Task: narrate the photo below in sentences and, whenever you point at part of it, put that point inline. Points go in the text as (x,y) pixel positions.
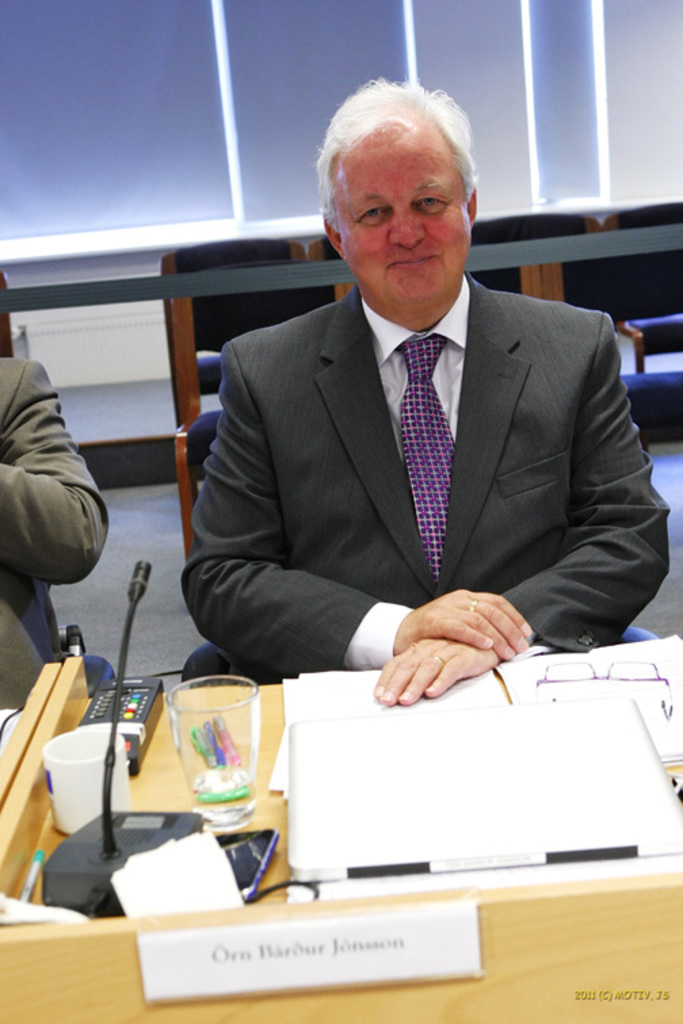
There is a man (476,544) sitting on chair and smiling, beside him we can see another person (61,497). We can see papers (285,684), board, microphone (82,835) and object (197,778) on the table (266,693). In the background (133,220) we can see wall (157,270) and chairs (682,282).
